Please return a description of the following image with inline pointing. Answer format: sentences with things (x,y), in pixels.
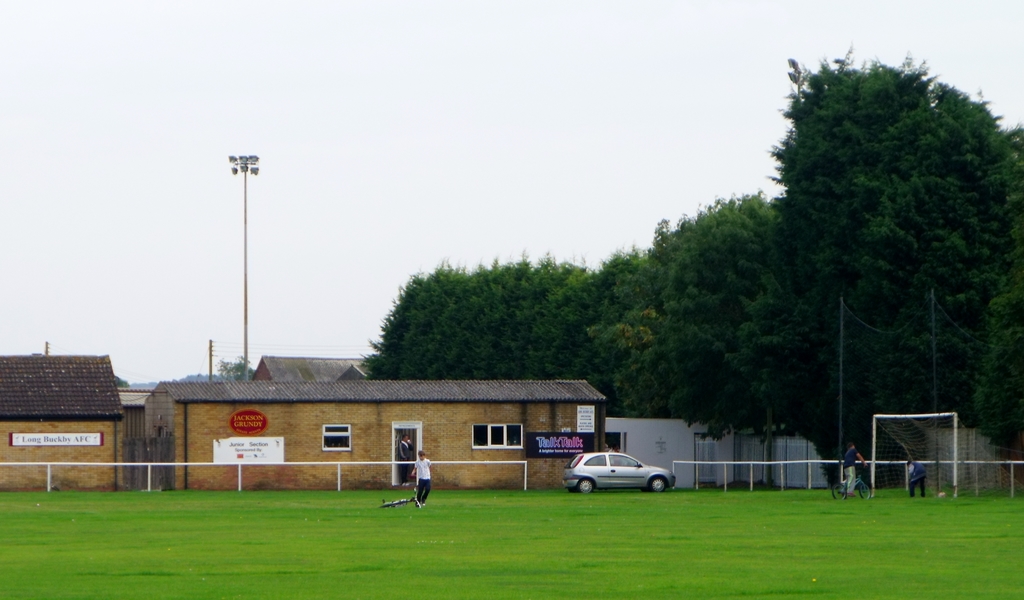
In this image, I can see three persons (421,480) standing and a person (847,479) riding bicycle (838,493) on the grass (515,550). There are houses (237,408), boards (550,448), a car (595,481), trees (828,482) and lights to a pole (248,331). On the right side of the image (887,486), I can see a football goal post (887,486) and fence (991,475). In the background (317,281), there is the sky (142,73).
